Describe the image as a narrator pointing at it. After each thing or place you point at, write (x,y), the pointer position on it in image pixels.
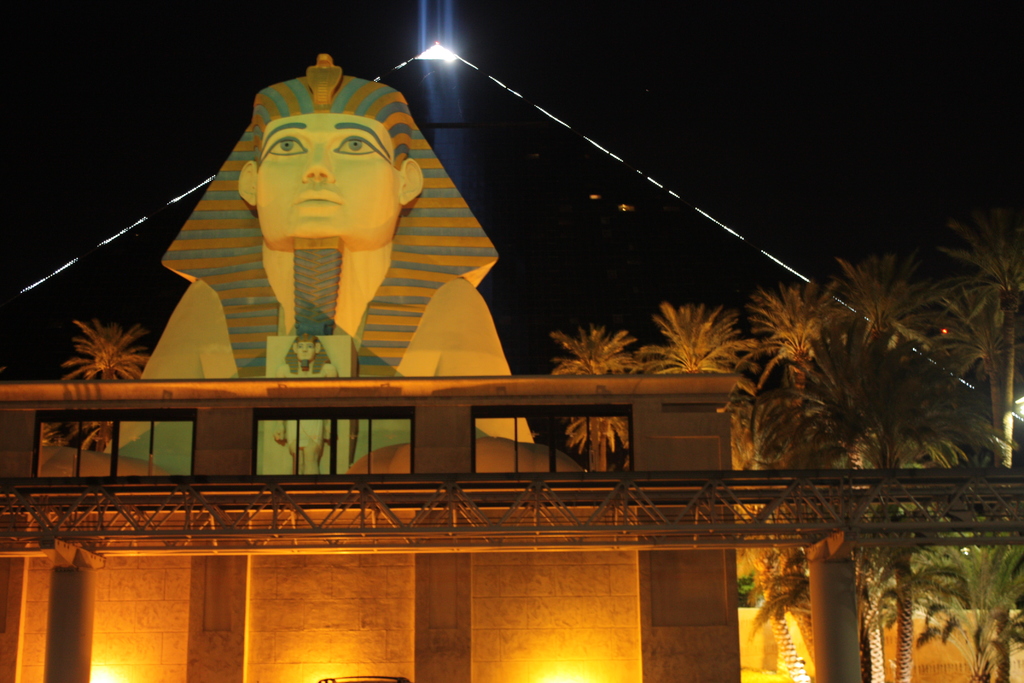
In this picture I can see the statue (464,364) on the roof (447,380) of the building (472,472). At the bottom (558,678) I can see the light beams (541,670). On the right (740,513) I can see many trees (809,463), fencing (947,494) and wall (978,620). In the top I can see the light (441,40). On the top right corner (822,28) I can see the darkness (854,27).
